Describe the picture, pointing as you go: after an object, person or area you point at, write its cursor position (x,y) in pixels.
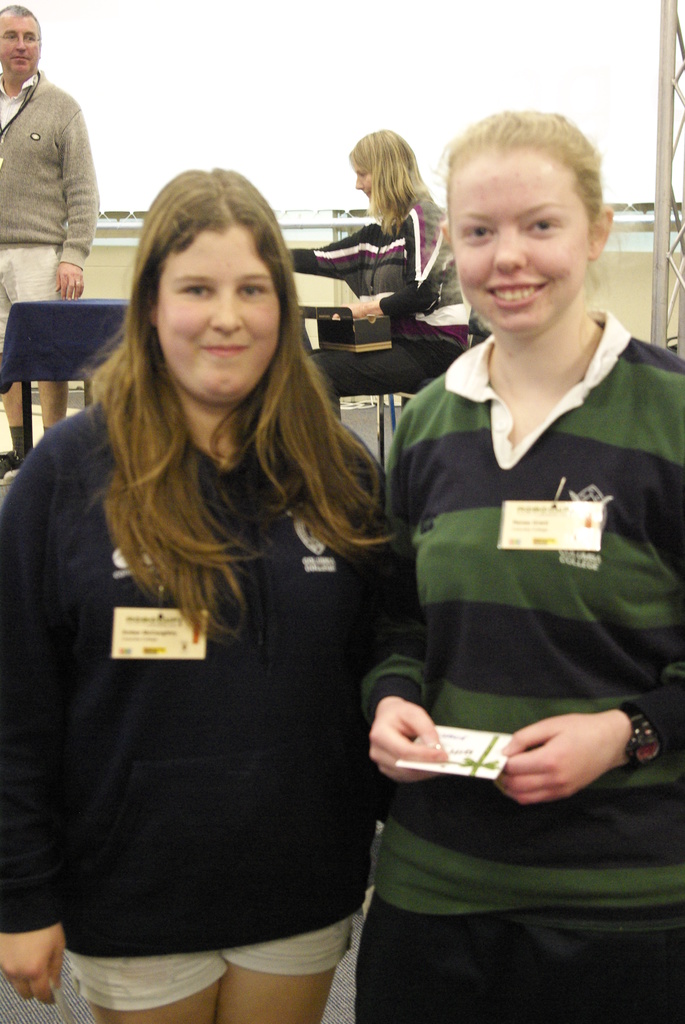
As we can see in the image there are four persons (285,390), table (46,331), chair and box (313,310). The woman (217,568) standing on the left side (213,723) is wearing black color t shirt (31,584). The woman (491,350) standing on the right side (498,458) is wearing green and black color t shirt (519,478). The man (43,108) standing on the left side (35,185) background (28,160) is wearing cream color jacket (36,153). At the top (500,34) there is wall (556,49).
